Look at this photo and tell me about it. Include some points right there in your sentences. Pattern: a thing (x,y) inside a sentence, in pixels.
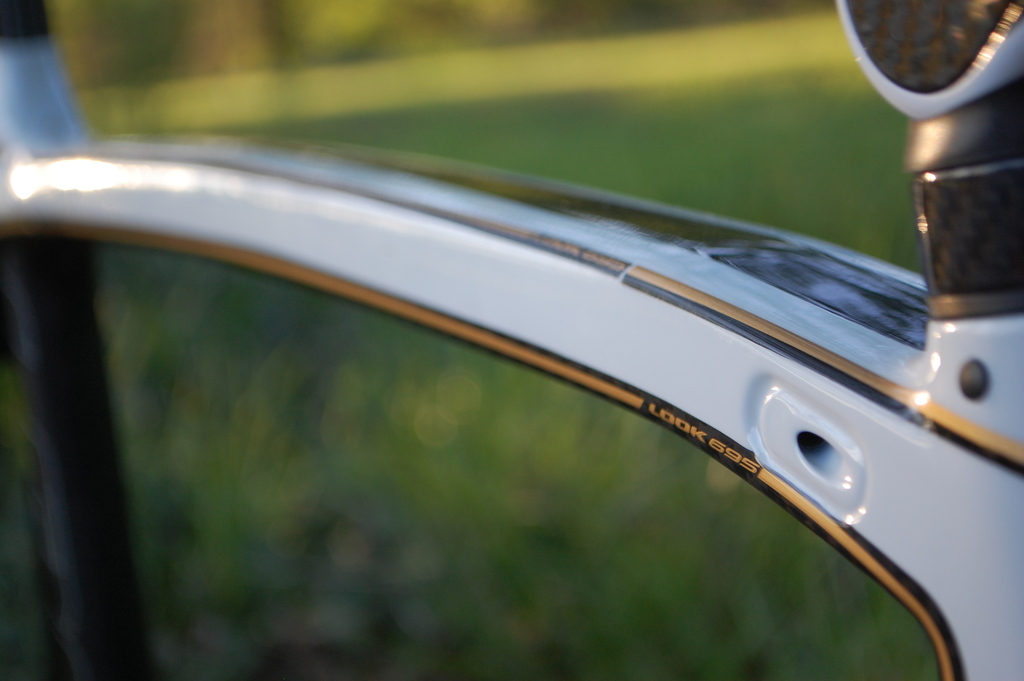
In this image we can see some object (757,350) which is in white color and in the background (431,347) image is blur.
